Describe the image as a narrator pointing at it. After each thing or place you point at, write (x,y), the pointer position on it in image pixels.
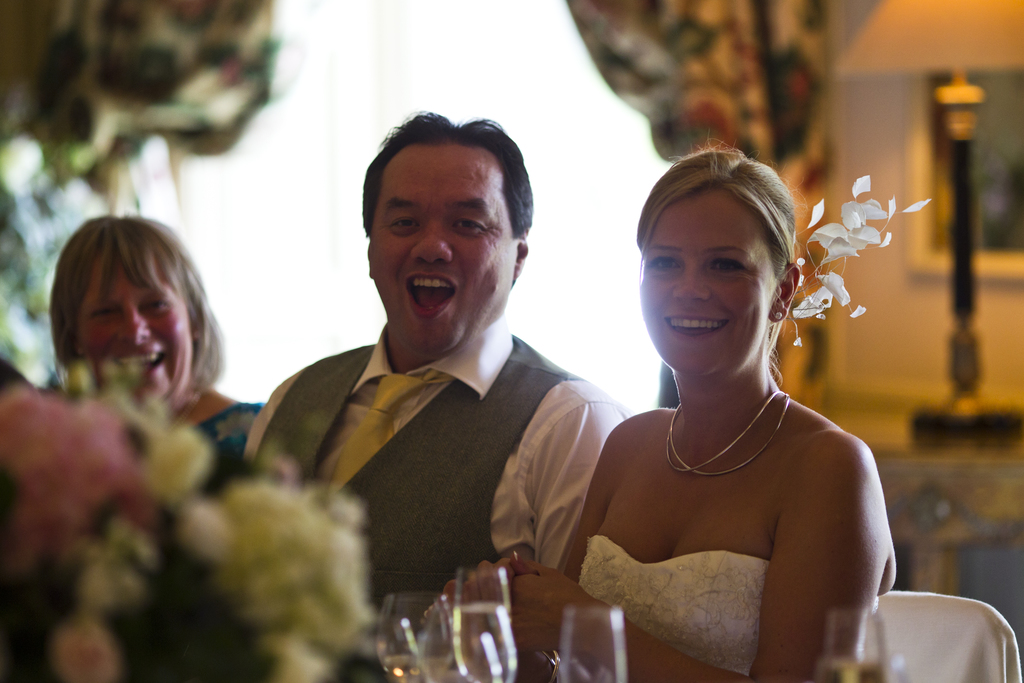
In this picture we can see man (329,381) in the middle (384,376) wore jacket (295,419), tie (378,423) and he is smiling and his right side woman (759,364) with white color dress (679,560) and a beautiful smile (678,323) on left side (85,352) woman (151,381) is also smiling and in front of them they are glasses (455,631), bouquets (71,549) and in background (214,60) we can see curtains (622,84), wall (885,111), frame (943,236), pole (958,301).
